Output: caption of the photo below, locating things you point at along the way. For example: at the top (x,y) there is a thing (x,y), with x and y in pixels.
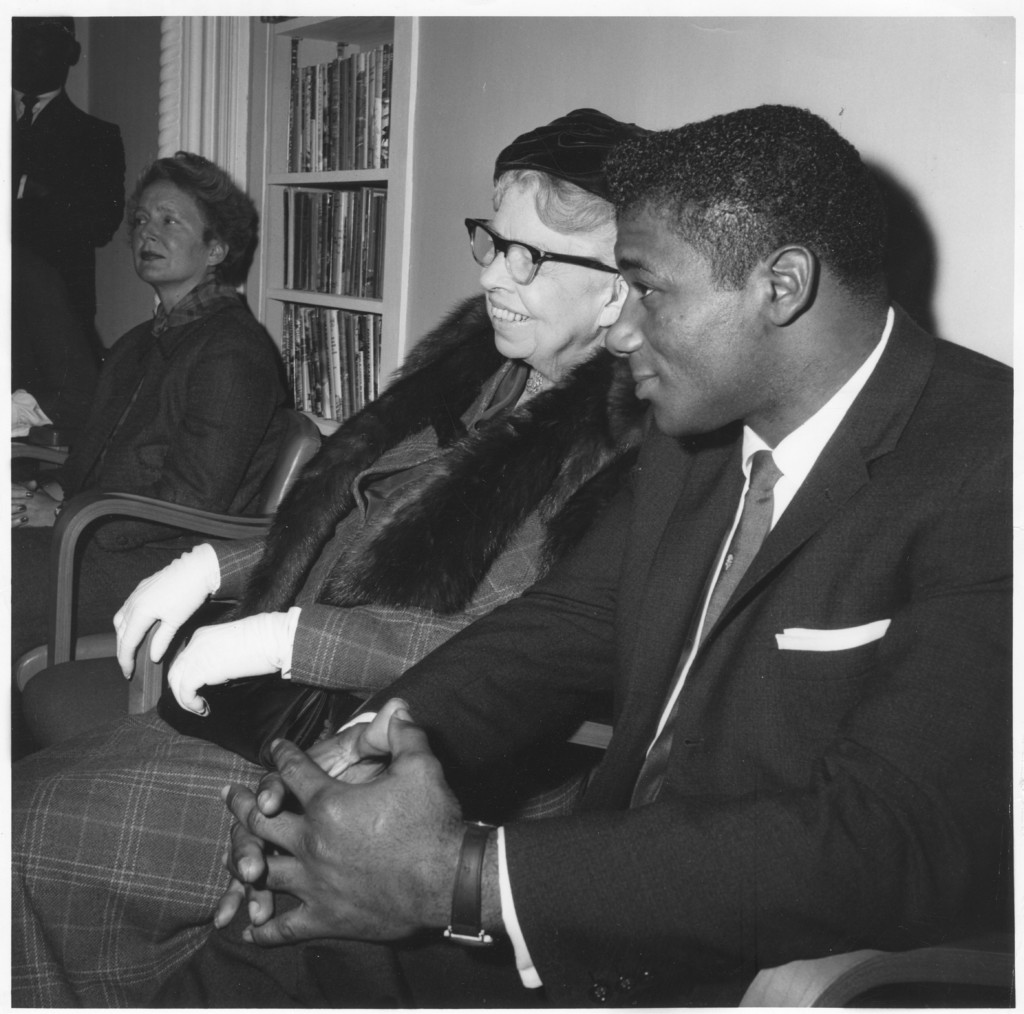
In this image I see 4 persons (851,502) in which these 3 (224,256) of them are sitting on chairs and this person (53,228) is standing and I see the wall (447,54) and I see number of books (324,230) over here and I see that this is a black and white image.
